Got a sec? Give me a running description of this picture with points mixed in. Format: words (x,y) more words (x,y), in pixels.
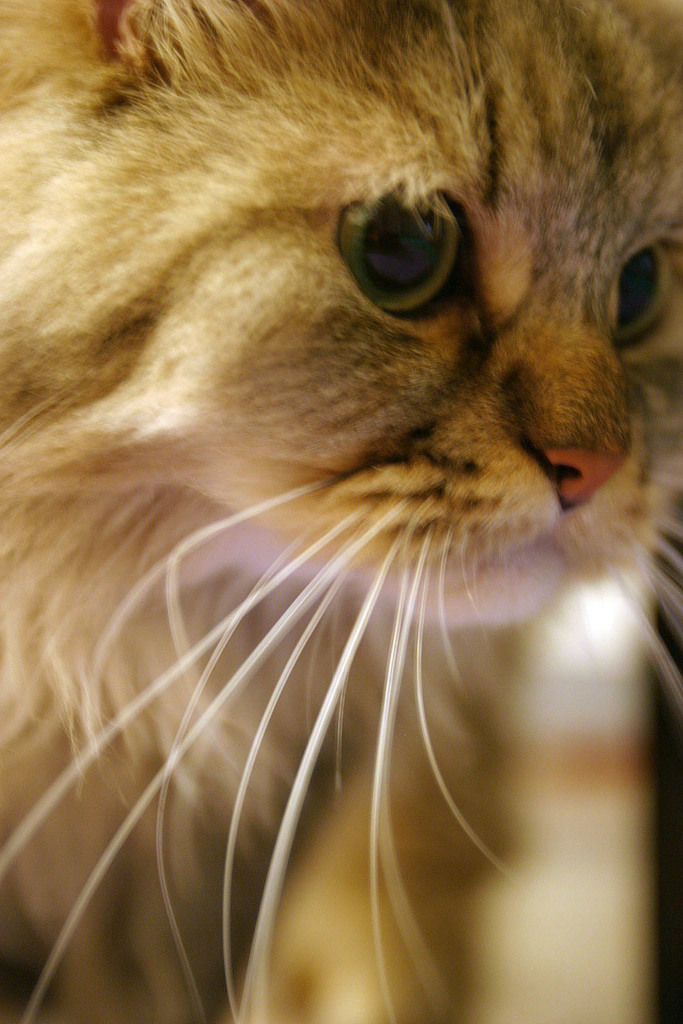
In this picture we can see a cat (528,507) here, we can also see whiskers (274,572) of the cat (284,548).
